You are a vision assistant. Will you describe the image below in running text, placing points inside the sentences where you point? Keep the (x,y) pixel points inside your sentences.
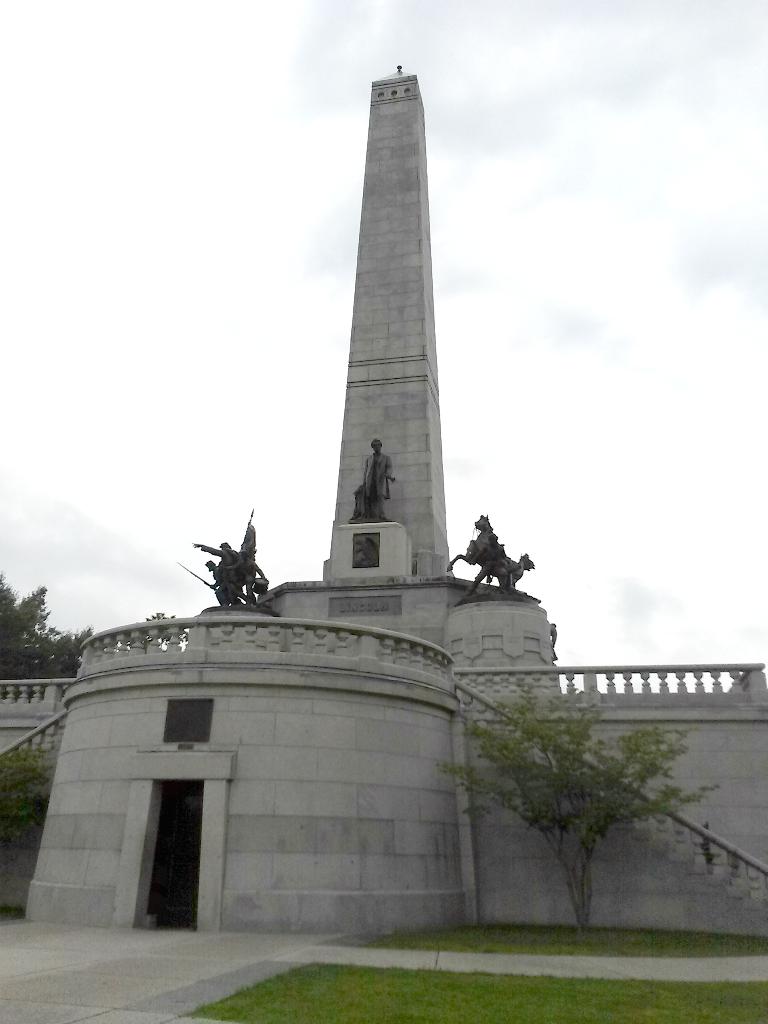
In this image, we can see a building (419,634) and some statues (353,521). We can see the ground (331,950) and some grass (425,944). There are a few trees (60,674). We can also see the sky (540,492).
